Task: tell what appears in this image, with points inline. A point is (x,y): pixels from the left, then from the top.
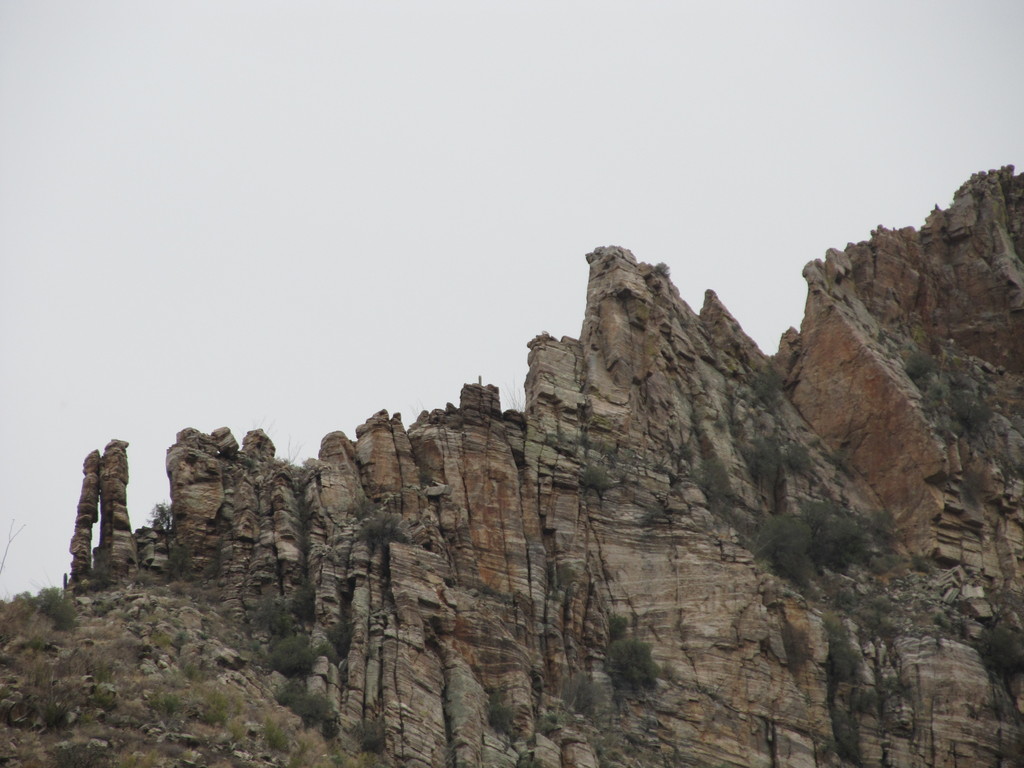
In this picture we can see a hill (835,399) and some rocks (706,436), we can see some grass (203,681) and plants (816,543) here, there is sky (358,236) at the top of the picture (346,216).
